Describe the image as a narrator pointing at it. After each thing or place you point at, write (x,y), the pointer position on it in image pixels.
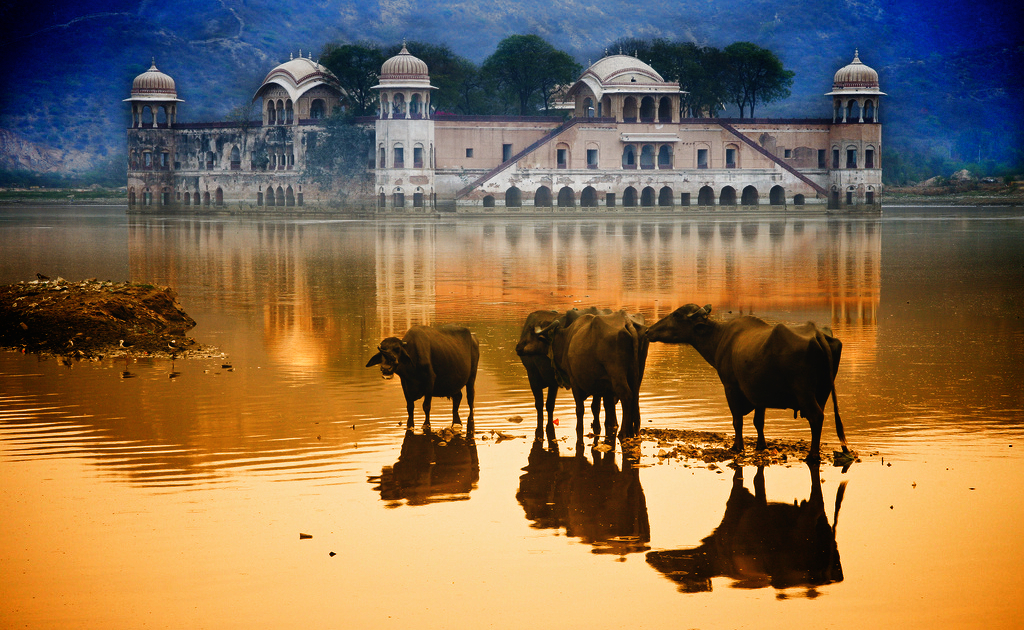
In this image in the foreground (265,445) there is one sea (241,495) and in that sea (673,375) there are some buffaloes (453,376), and in the background (348,178) there is one building (564,146) and trees (533,94) and some mountains (218,44).
